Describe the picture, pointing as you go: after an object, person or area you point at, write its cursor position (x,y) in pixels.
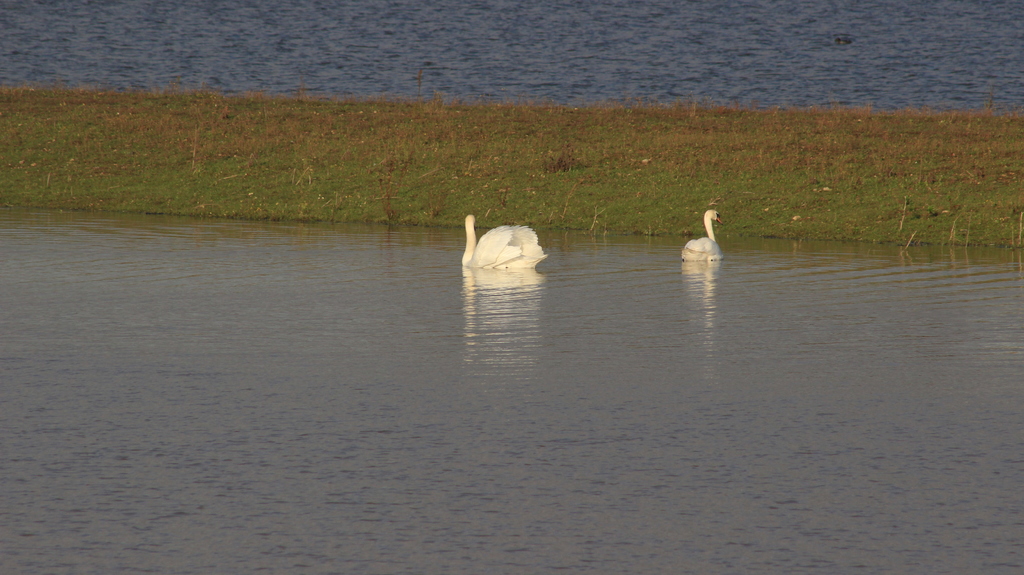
In this image there are swans (514,264) on the water surface (847,251), in the middle (353,207) there is a grassland (724,184).
